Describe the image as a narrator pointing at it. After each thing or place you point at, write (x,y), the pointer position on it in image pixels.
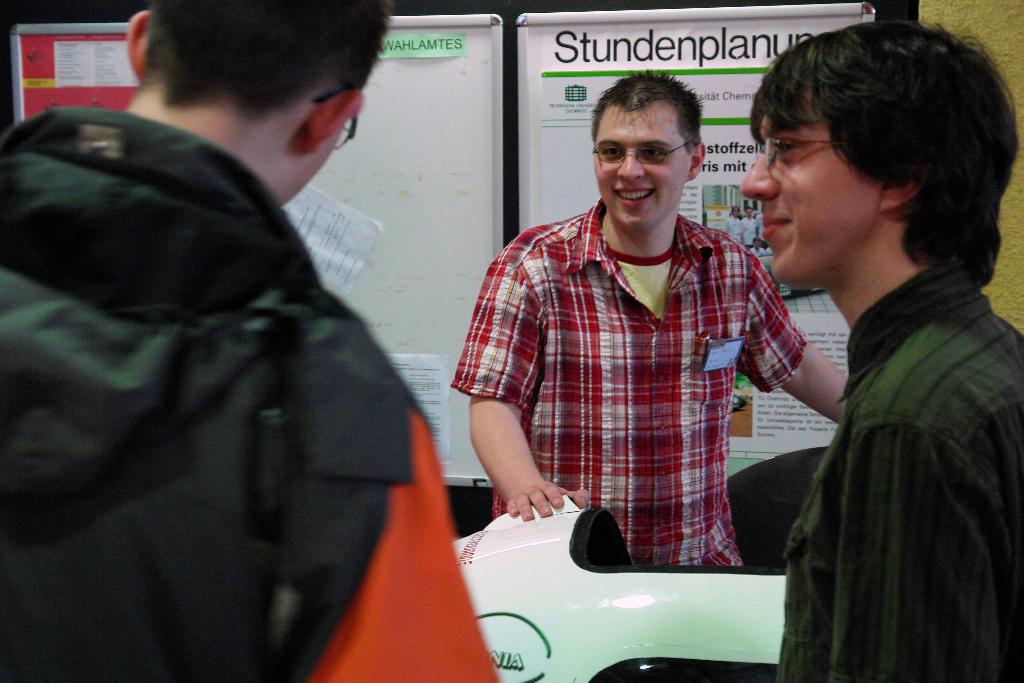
In this image I can see few people (652,471) and they are wearing different dress (524,374). Back I can see two white boards (443,75) and one red board (92,82). In front (665,625) I can see a white and black color object (602,611).
